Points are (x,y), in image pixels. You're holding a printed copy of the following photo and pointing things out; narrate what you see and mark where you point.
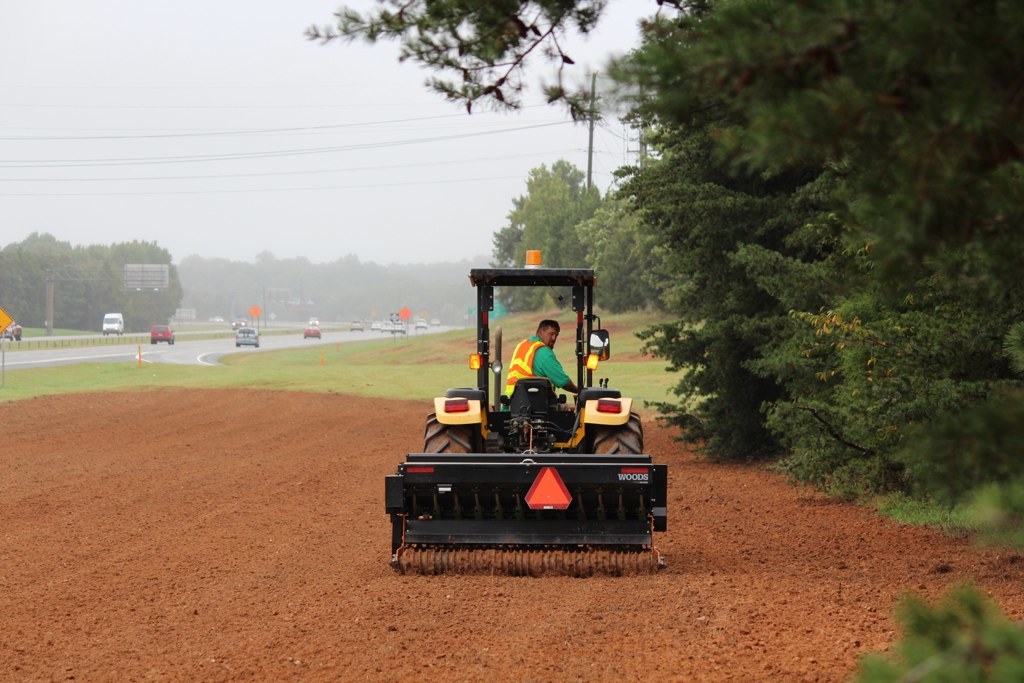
In this image we can see a person (528,350) in the tractor (606,417). Image also consists of many trees (794,187) and also electrical poles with wires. In the background (151,330) we can see some vehicles (313,336) passing on the road (266,341). There is a cloudy sky (204,62).
